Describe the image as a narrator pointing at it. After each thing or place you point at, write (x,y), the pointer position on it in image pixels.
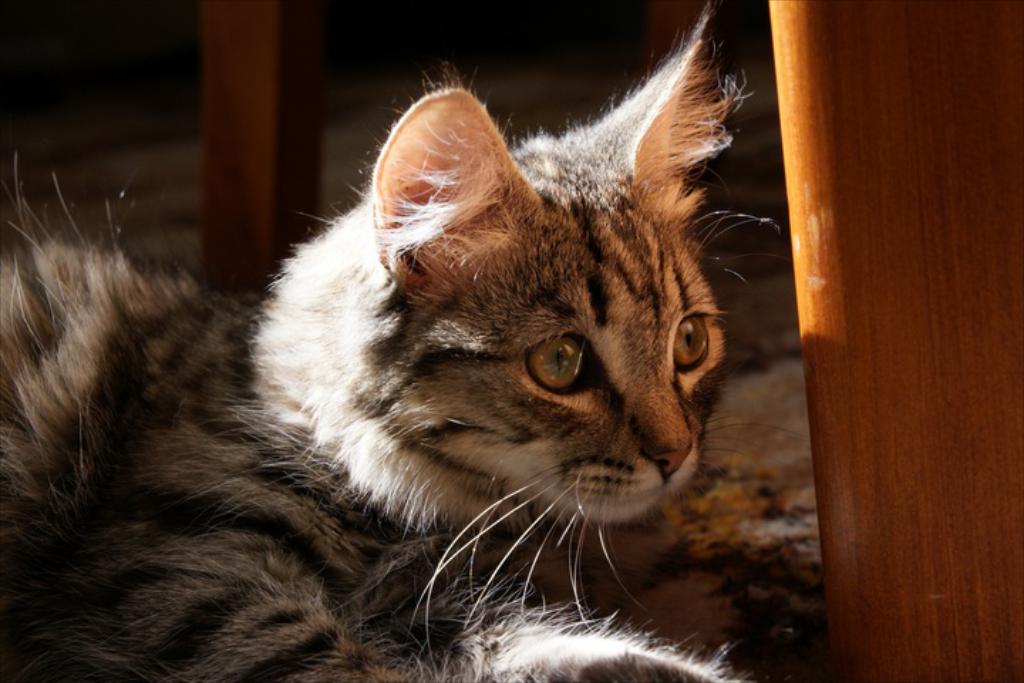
In this image, we can see a cat (575,399). There is a wood (954,360) on the right side of the image (931,432). There is a wooden pole (222,132) in the top left of the image (263,113).
